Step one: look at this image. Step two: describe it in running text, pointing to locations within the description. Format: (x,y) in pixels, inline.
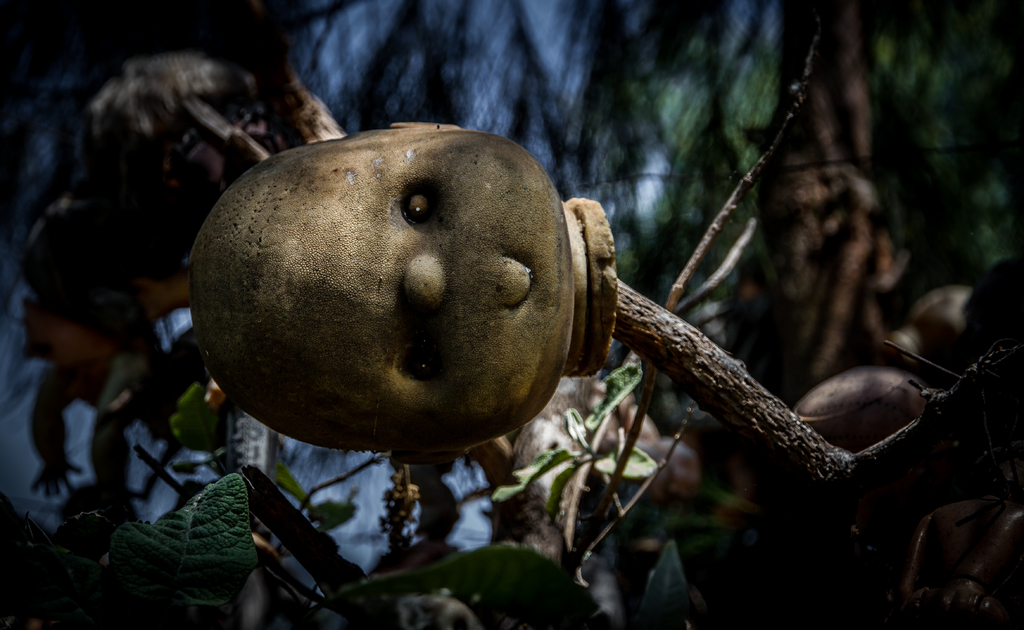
In this image we can see branches (618,515) with leaves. Also we can see head (496,264) of a toy (436,177). In the background (288,127) it is blurry and we can see toys like objects (112,127).
